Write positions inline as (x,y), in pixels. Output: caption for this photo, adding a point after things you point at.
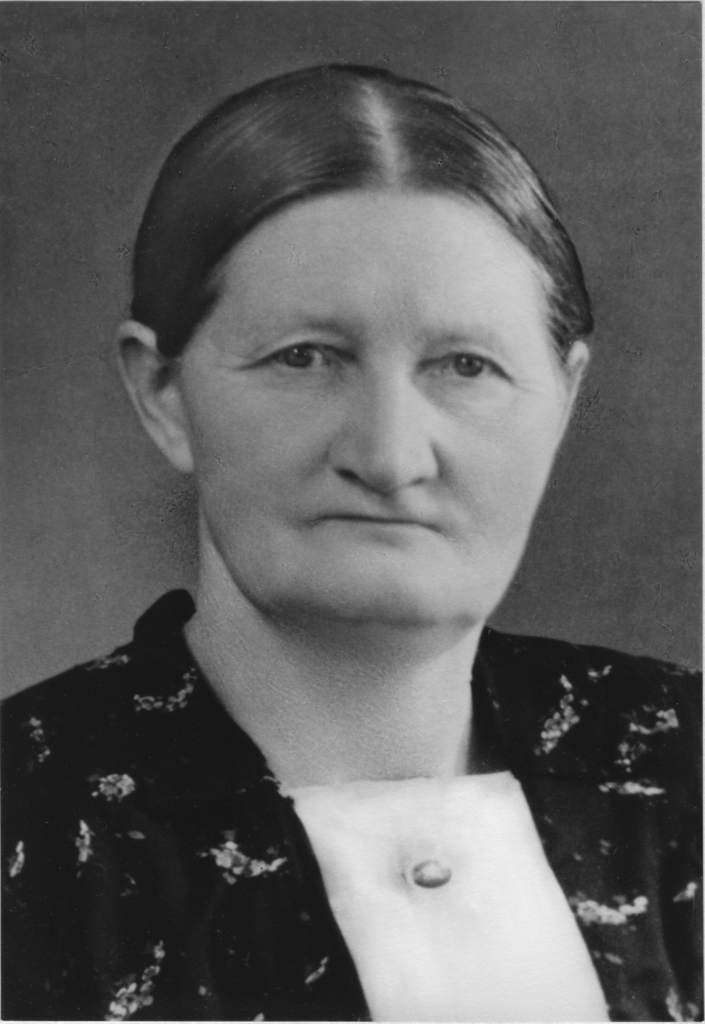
In the picture we can see black and white photograph of a woman (336,708) with black color dress (133,914) and behind her we can see a wall (158,143).
